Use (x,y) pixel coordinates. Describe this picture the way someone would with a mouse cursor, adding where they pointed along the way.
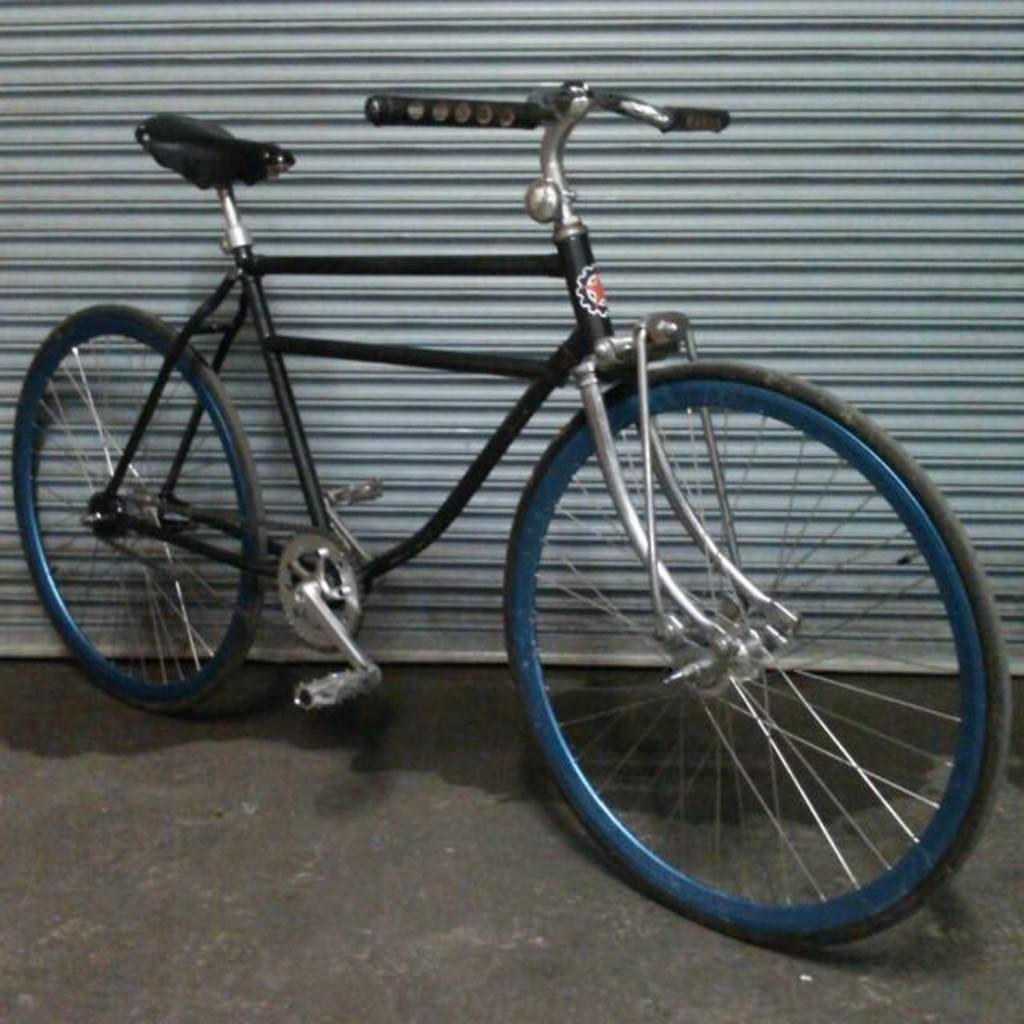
In this image we can see a bicycle (20,441) on the floor (119,728) and a roller shutter (530,223).
